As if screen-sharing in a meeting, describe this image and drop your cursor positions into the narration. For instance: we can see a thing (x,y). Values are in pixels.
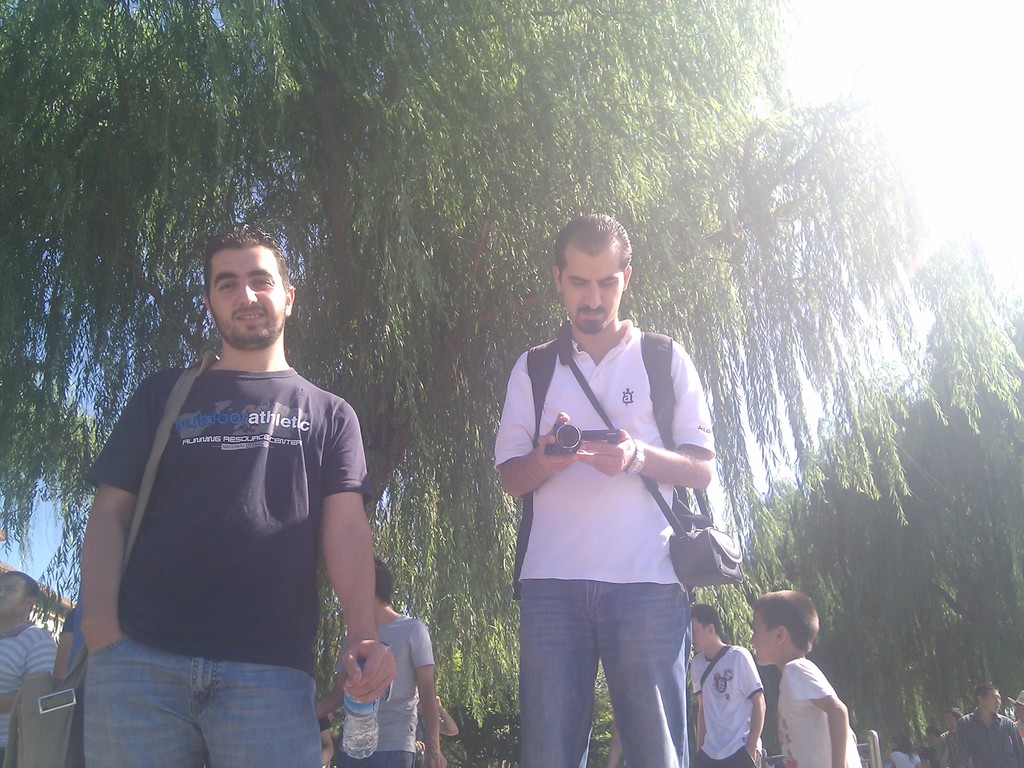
In this image, I can see groups of people (667,683) standing. Among them one person (353,606) holding a water bottle (366,710) and another person (550,467) holding a video camera (559,448). In the background (397,158) there are trees (854,227) and the sky (900,114).
